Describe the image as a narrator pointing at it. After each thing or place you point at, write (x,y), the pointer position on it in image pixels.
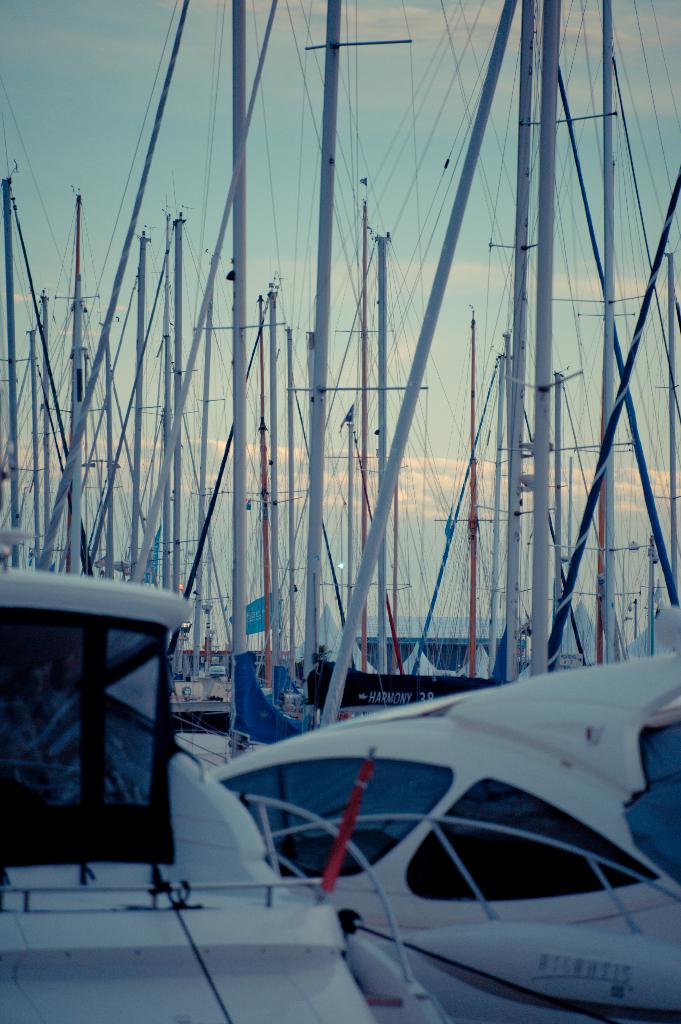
In this image in the middle (346,680), there are boats (318,753), poles (493,535), flags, ropes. In the background (286,301) there are sky (294,132) and clouds (286,486).
